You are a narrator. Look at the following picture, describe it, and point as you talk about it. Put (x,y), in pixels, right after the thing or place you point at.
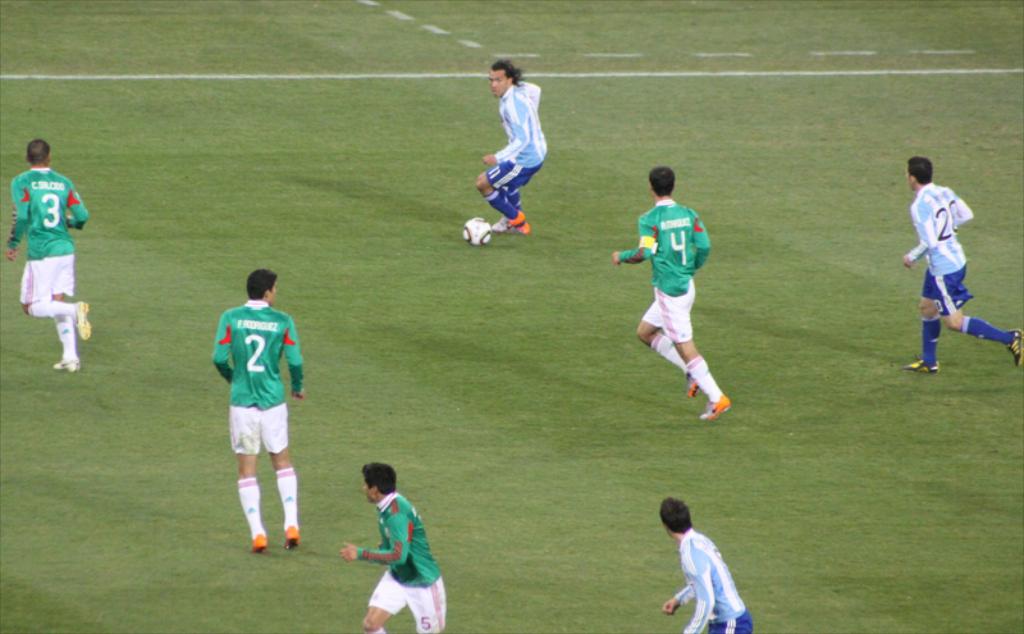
In the image there are a group of players (662,169) on the ground (450,474) and one player (506,153) is about to kick a ball (484,226) which is in front of him.
